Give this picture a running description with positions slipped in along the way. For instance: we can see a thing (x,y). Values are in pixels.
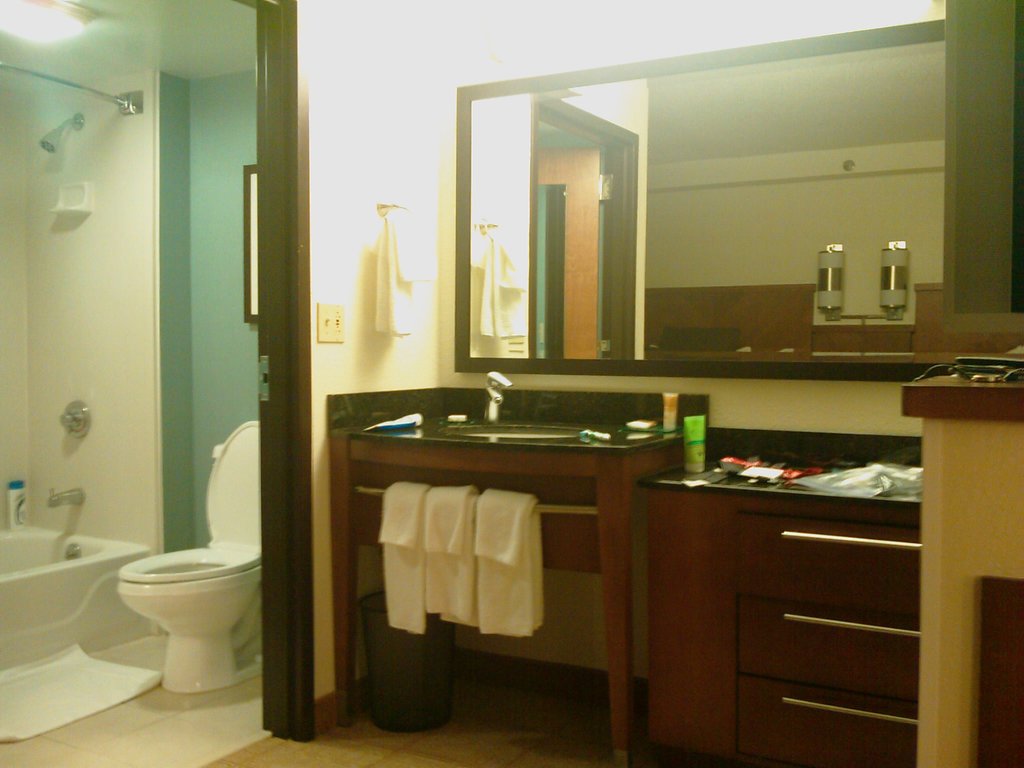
In this picture I can see the inside view of a room (117,270) and I can see a wash basin (497,434) in the center of this image (523,428) and under that I see 3 white color clothes (423,550) and I see a bin (378,641). On the top of this picture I can see the lights (569,20) and under the lights (429,46) I can see the mirror (782,178). On the left side of this image (125,616) I can see a bathtub (2,541), a tap (61,492) and a toilet seat (224,466). On the top left corner of this image (46,21) I can see another light (37,27) and I can see few things (808,483) on the right side of this picture (875,483).
